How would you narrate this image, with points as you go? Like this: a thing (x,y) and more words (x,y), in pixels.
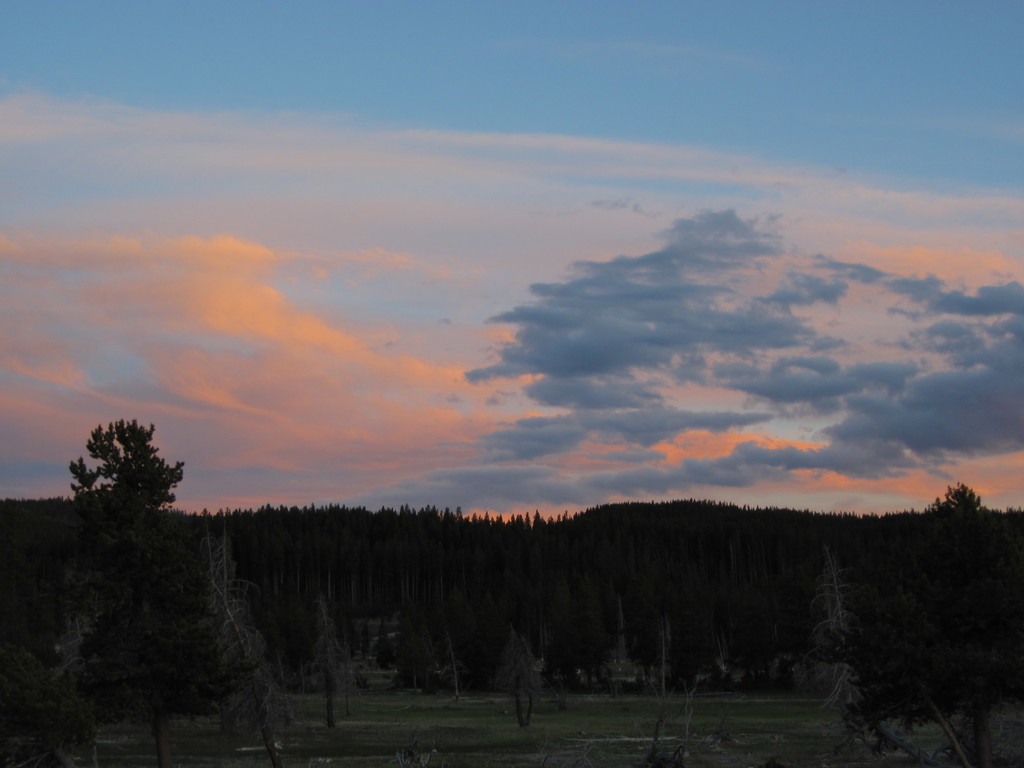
In this image we can see trees (504,602) and grass (542,700) are on the ground (467,742). In the background (375,279) we can see clouds (491,203) in the sky (316,158).
